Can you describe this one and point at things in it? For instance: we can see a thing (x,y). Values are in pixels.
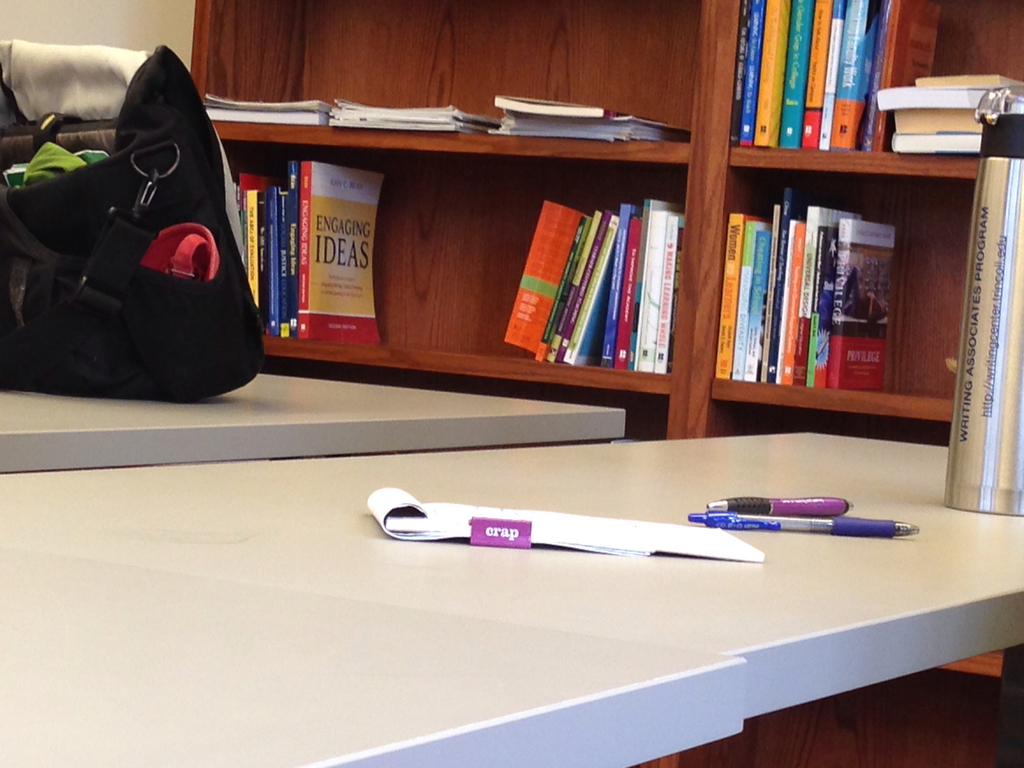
In this image, there is an inside view of a room (265,179). There is a bookshelf (627,98) at the top of this image (768,102) contains some books (766,111). At the bottom (272,560), there are two tables (213,441) contains bag (72,310), book (530,518), pens (793,501) and flask (965,345).
